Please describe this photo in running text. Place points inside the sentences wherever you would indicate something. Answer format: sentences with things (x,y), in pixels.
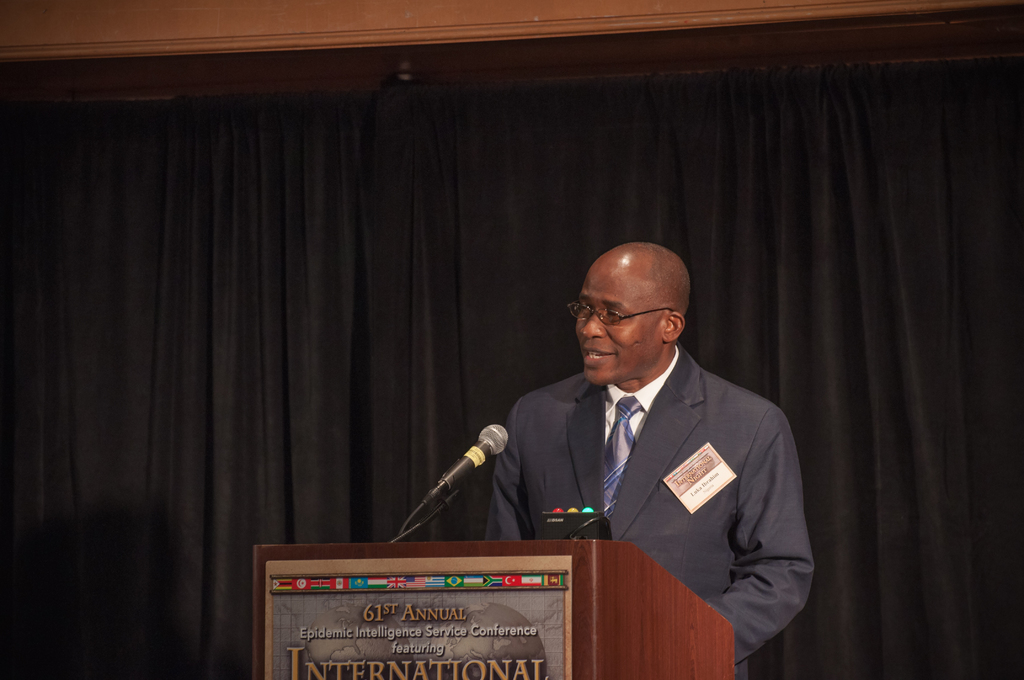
In this image we can see a person (652,439) is standing near a podium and speaker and the background (830,270) is covered with black curtains (689,233).
